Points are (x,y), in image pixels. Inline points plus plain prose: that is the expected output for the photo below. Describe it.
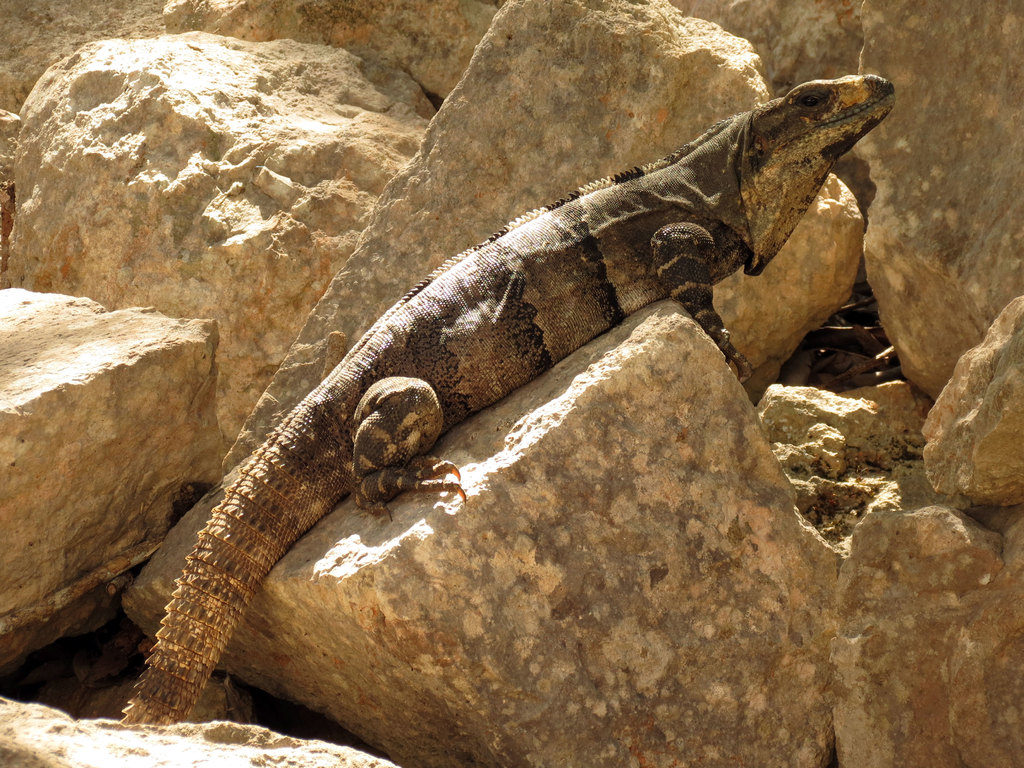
In this image we can see a reptile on the rock (569,663). We can also see some rocks (925,613) around it.
